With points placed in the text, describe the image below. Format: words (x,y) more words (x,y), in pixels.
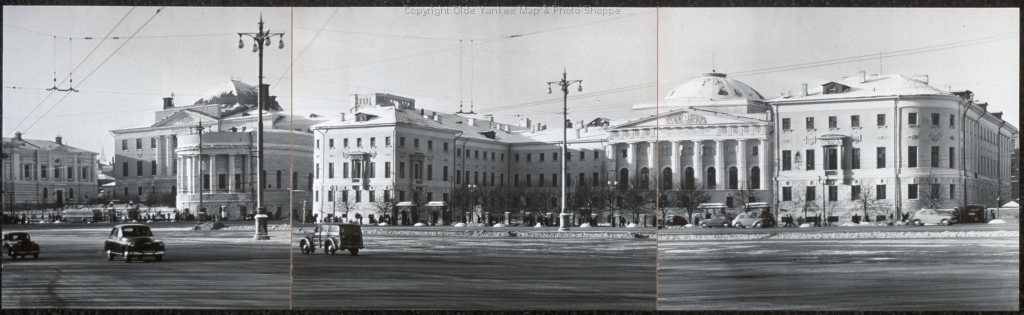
In this image I can see a poster (217,233). There are vehicles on the road (198,237). There are electric poles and wires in the center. There are buildings (665,117) at the back (688,124). There is sky (681,66) at the top (688,57). This is a black and white image.
